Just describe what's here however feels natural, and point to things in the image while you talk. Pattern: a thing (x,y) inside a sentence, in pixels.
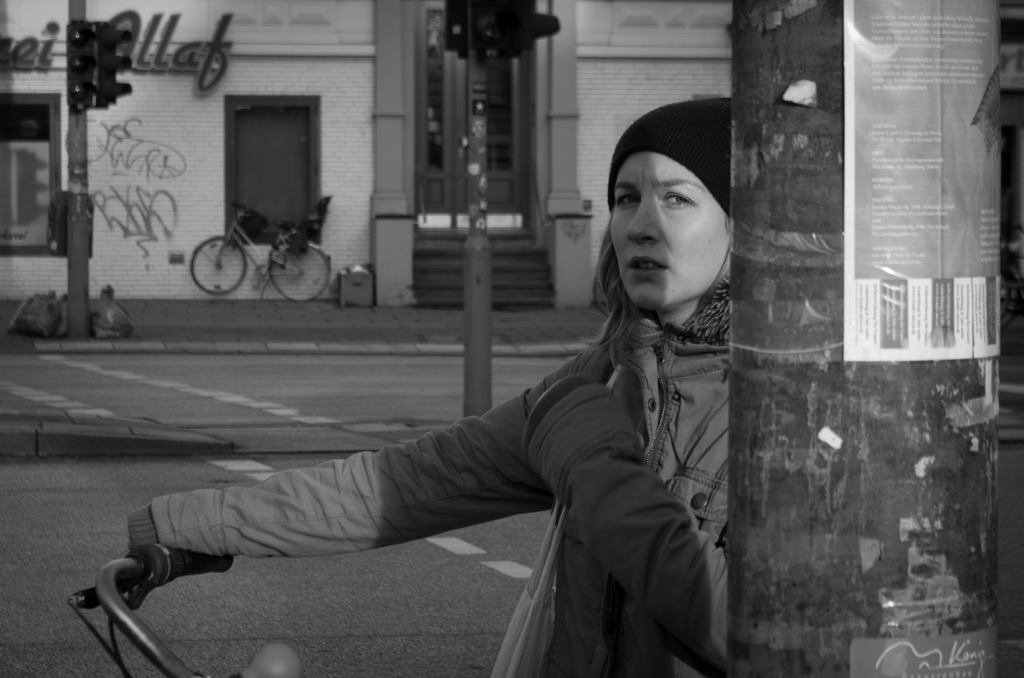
There is a lady (680,192) wearing a jacket (189,540) is holding a bicycle (145,595). In the background (472,311) there are traffic lights (487,299) and a building (449,151). There is a bicycle (259,279) near the building (217,211). On the right side (734,400) there is a pole (944,470) with sticker (900,226) on it.
